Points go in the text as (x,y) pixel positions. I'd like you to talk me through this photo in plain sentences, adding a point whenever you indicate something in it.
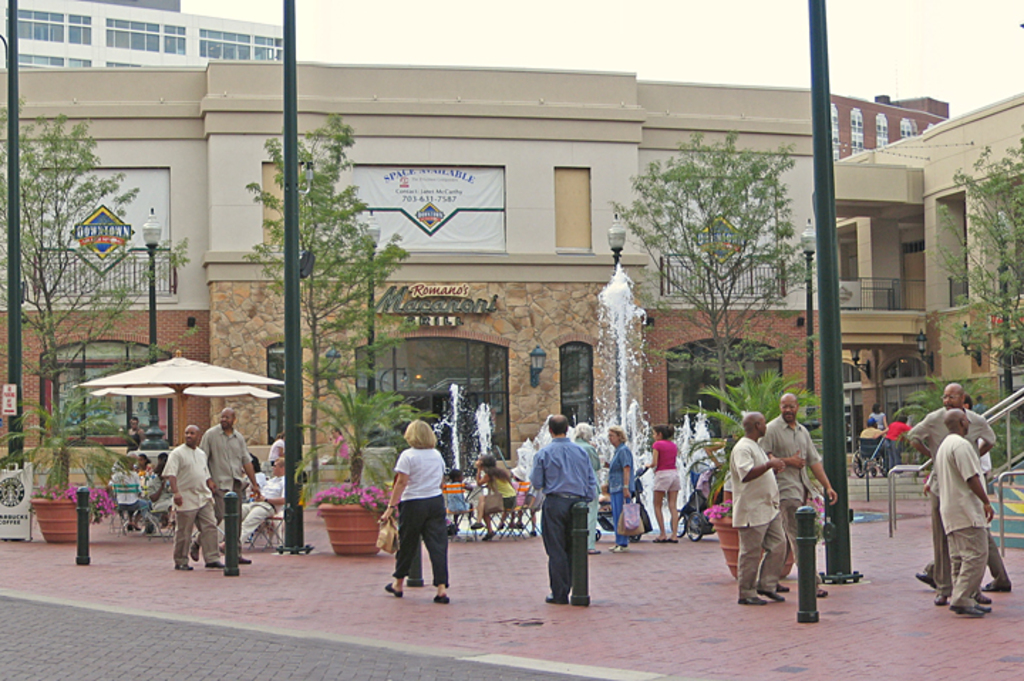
In this image we can see poles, plants (97,446), flowers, trees (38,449), fountain (652,503), water (652,487), umbrellas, chairs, and people (165,497). In the background (418,67) we can see buildings (525,251), boards (156,172), and sky (927,15).
